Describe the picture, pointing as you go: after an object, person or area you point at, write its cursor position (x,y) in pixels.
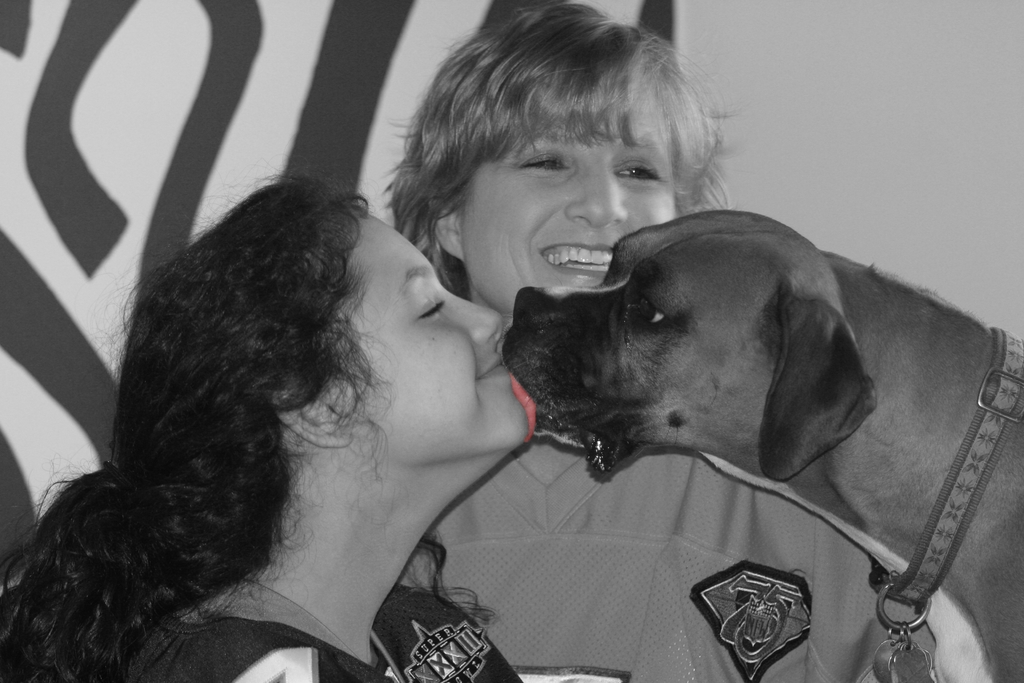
In this picture, we see two women (437,402) and a dog (768,271). Woman (392,389) on the left corner (238,375) wearing black jacket (443,630) is kissing the dog (543,350) on the opposite side. Behind them, we see the other woman (534,127) smiling. On the right top (755,106), we see a wall (904,125) which is white in color.
